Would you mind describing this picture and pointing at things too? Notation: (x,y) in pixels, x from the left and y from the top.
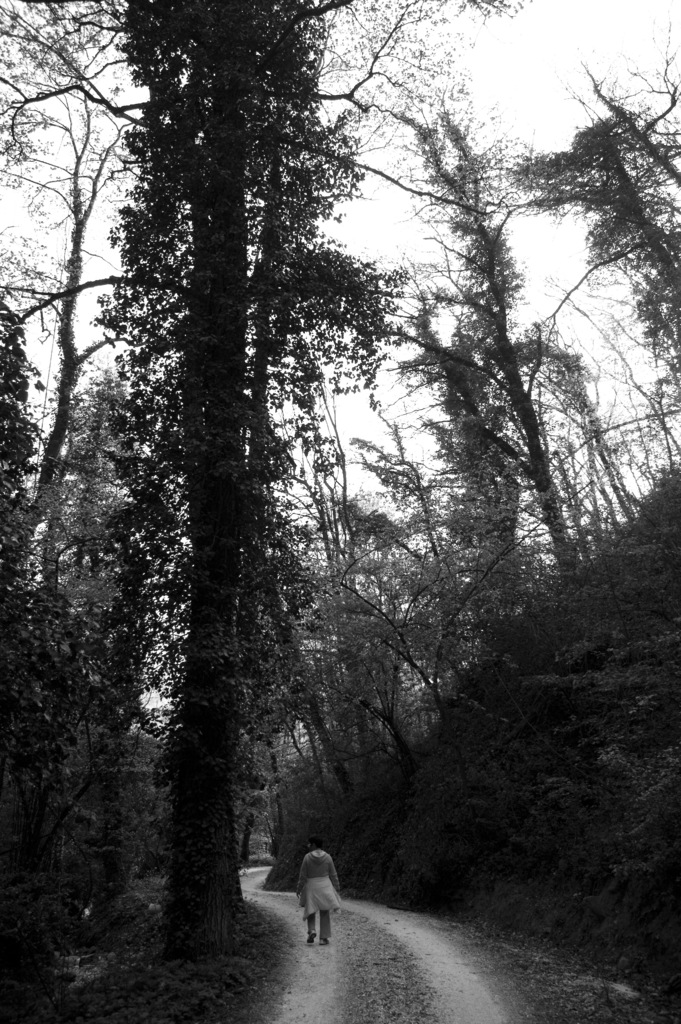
This is a black and white image. We can see a person (314,941) and the ground (325,966). There are a few trees (208,774) and plants (18,850). We can also see the sky (566,4).
